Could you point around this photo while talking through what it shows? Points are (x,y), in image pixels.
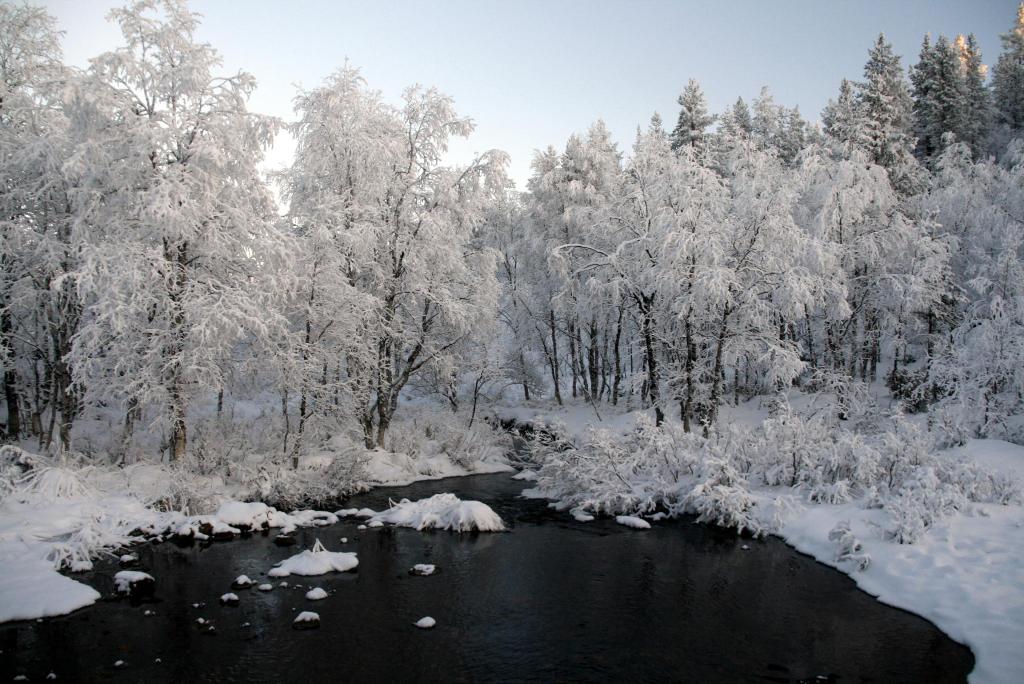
In the picture we can see a snow surface (912,593) and a water (771,612) and on the surface (898,592), we can see trees (184,451) which are white in color and in the background (750,94) we can see a sky (719,33).
